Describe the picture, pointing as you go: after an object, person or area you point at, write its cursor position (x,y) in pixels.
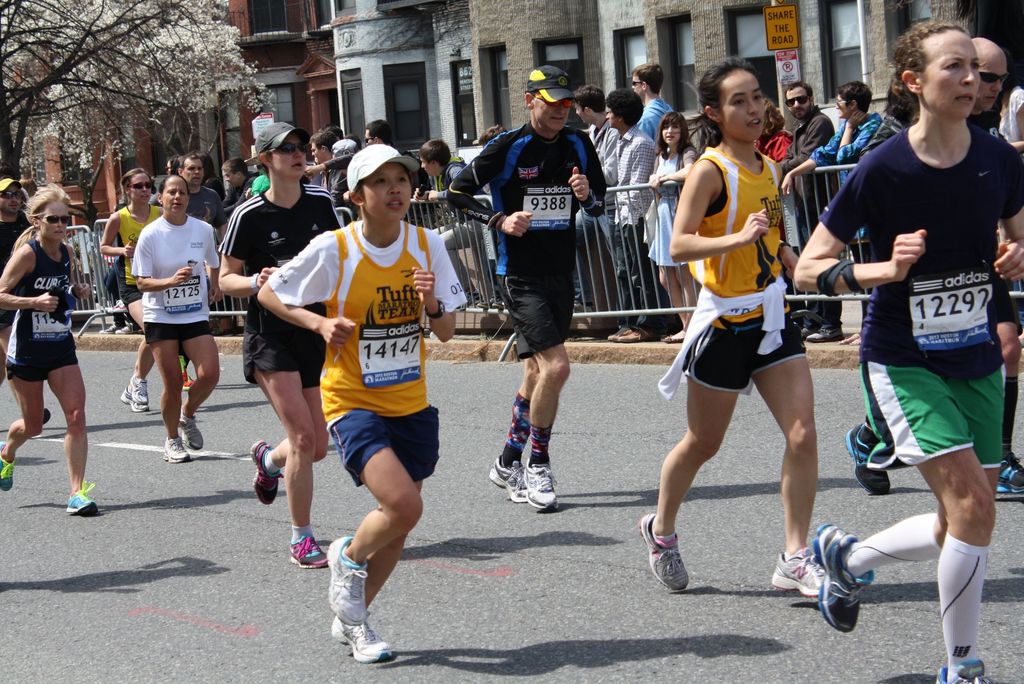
In the image there are many people (392,251) running on the road (193,609). There are few people (375,233) with goggles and caps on their heads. Behind them there is fencing (666,245). Behind the fencing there are many people (626,162) standing and also there is a tree (121,89). In the background (485,65) there are buildings (428,49) with walls (366,85) and glass windows (556,64). And also there are sign boards (790,53).
